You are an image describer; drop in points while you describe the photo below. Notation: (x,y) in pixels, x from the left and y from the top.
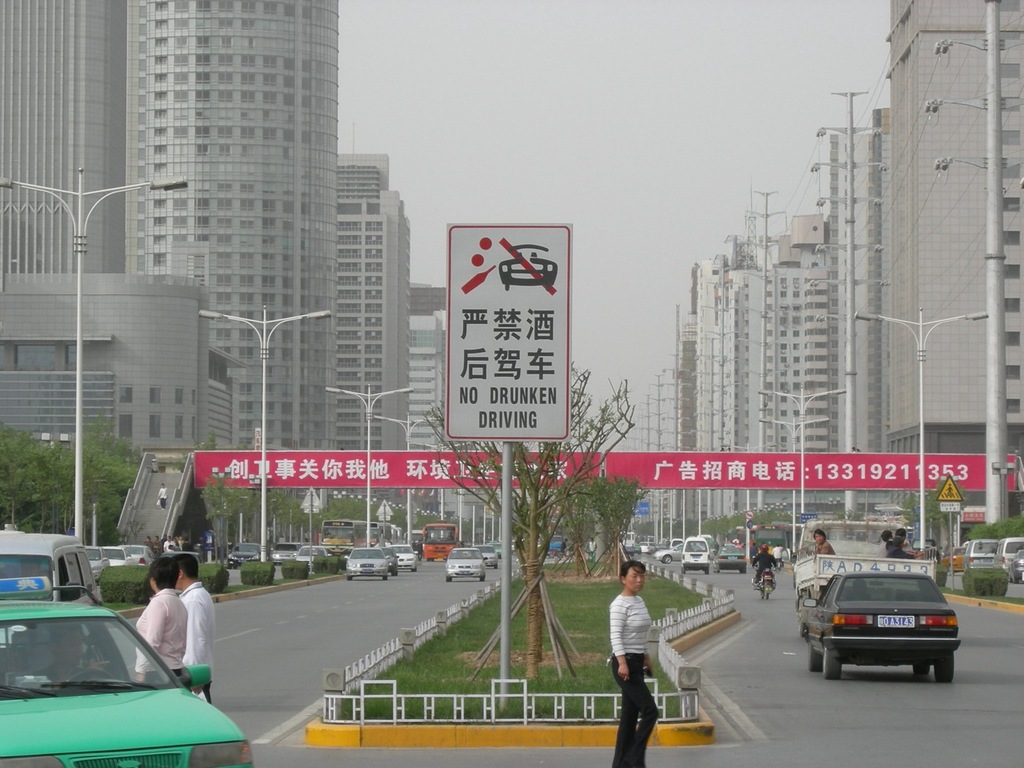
This picture describes about group of people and few vehicles (761,587) on the road (258,598), beside to the road (492,574) we can see poles (504,487), sign boards (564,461), fence (678,670) and trees (565,531), in the background (344,461) we can see a bridge (155,474) and few buildings (708,345).
